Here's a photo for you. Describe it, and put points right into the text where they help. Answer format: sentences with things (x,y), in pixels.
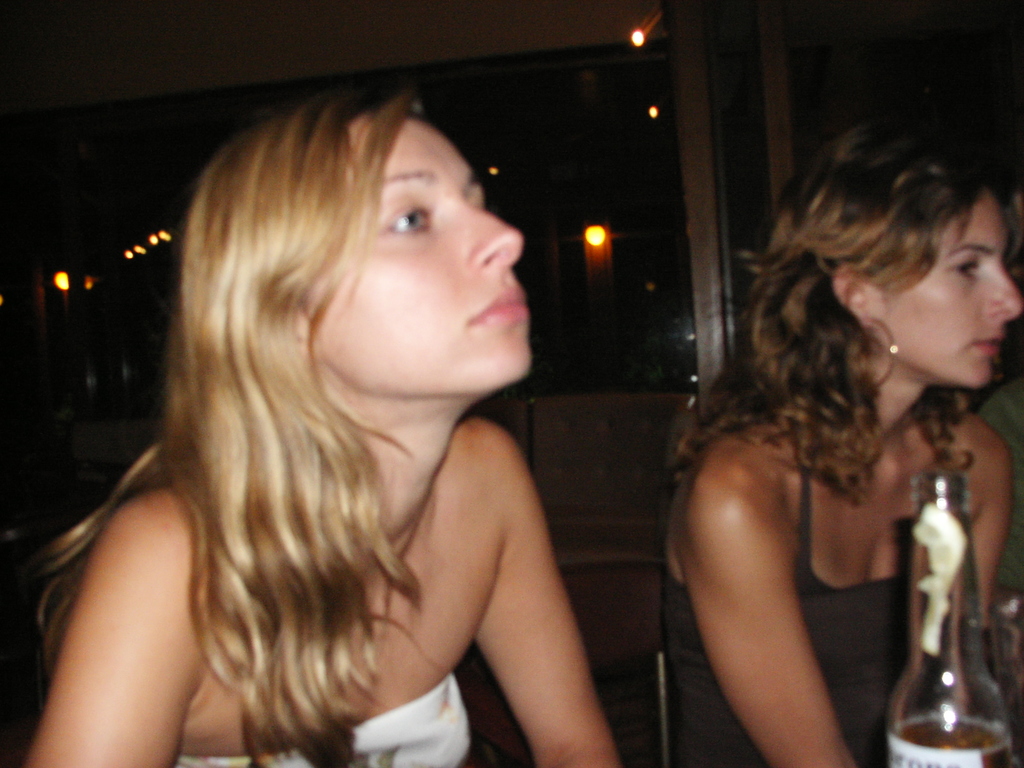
As we can see in the image in the front (409,463) there are two women (388,431) sitting and there is a bottle (944,660). The woman (879,579) sitting on the right side (886,573) is wearing black color dress (872,619) and the woman (201,467) sitting on the left side (203,611) is wearing white color dress (441,767). In the background (645,36) there are lights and the image is little dark.
